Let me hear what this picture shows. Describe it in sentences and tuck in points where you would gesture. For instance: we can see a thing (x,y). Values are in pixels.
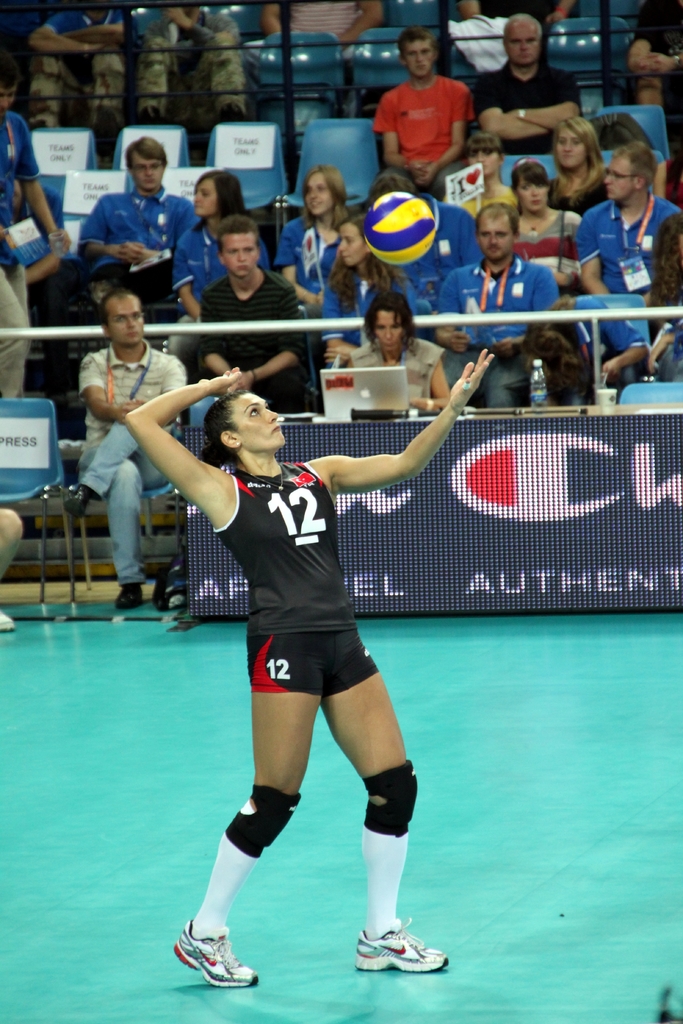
In this image I can see a woman (220,430) is standing in the front (287,482) and I can see she is wearing sports wear (306,553), knee guards (268,789), white socks (395,916) and white shoes (372,966). I can see something is written on her dress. I can also see a ball (398,200) in the air. In the background (497,439) I can see a screen (311,426), a laptop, an iron pole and I can also see number of people (505,392) are sitting on chairs (571,55). On the left side of this image (124,141) I can see few white colour papers (165,141) on the chairs (0,474) and on it I can see something is written. I can also see something is written on the screen (198,545).
